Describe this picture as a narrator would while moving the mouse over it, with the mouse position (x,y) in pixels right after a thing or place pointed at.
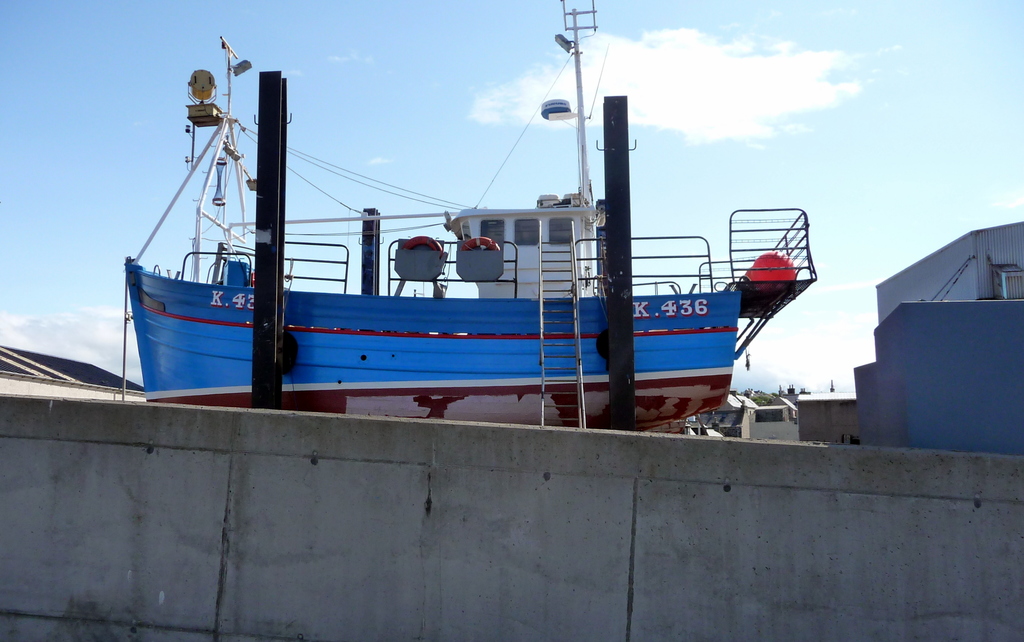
In this image I can see the wall (423,514). To the side I can see the boat (433,395) which is in blue and white color. To the right (914,366) there are sheds (882,389). In the background (395,166) I can see the clouds (834,364) and the blue sky (91,78).
